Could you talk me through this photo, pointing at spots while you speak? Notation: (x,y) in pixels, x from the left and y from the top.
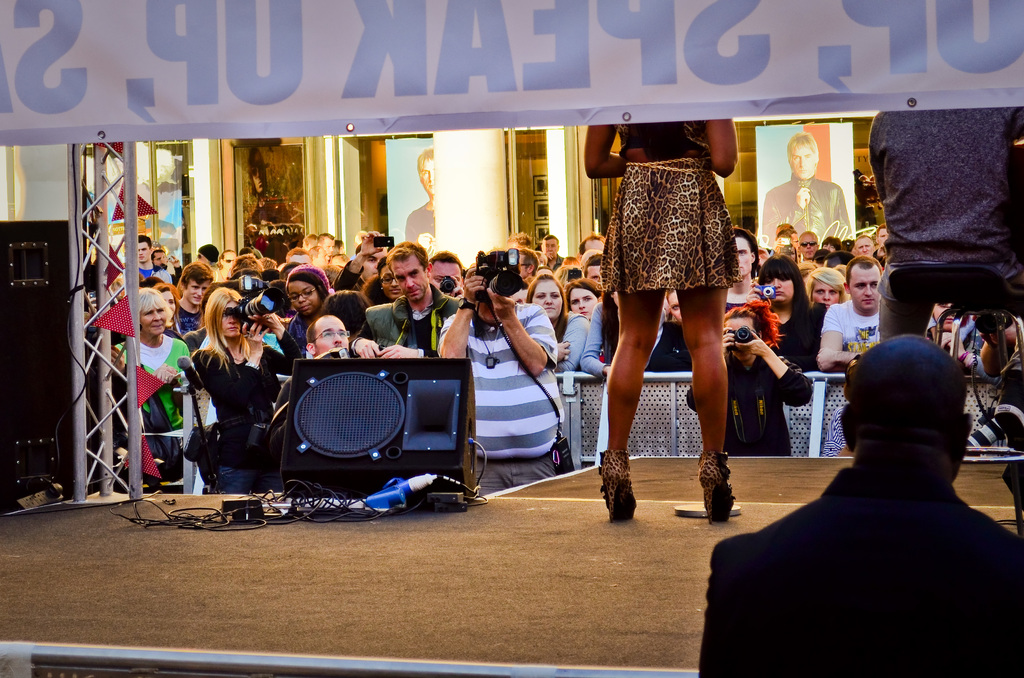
In this picture we can see a group of persons (543,418) standing in taking photographs of a girl (619,287) standing on the stage (592,562). In front (613,456) we can see half image of the girl (686,251) wearing brown color skirt (667,269) standing on the stage (699,555). Beside there is a black color speaker (314,390), white metal frames (133,442) on which poster (140,80) is tied.
